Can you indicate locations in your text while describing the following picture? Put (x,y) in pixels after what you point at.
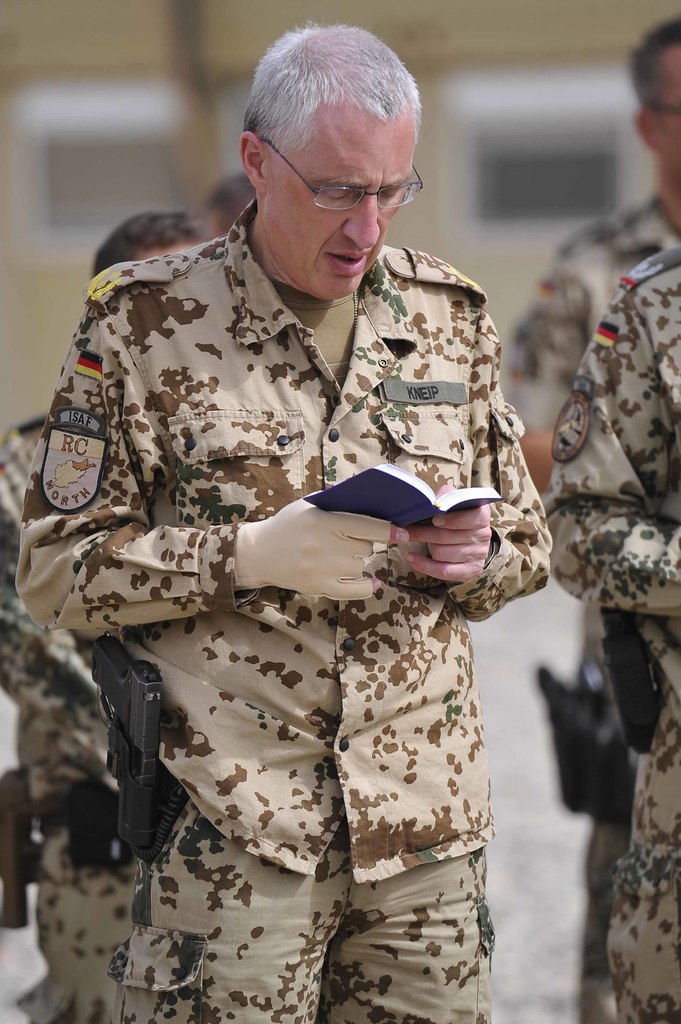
In this picture we can see a group of people (282,833) and one person (391,872) is holding a book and in the background (592,859) we can see it is blurry.
